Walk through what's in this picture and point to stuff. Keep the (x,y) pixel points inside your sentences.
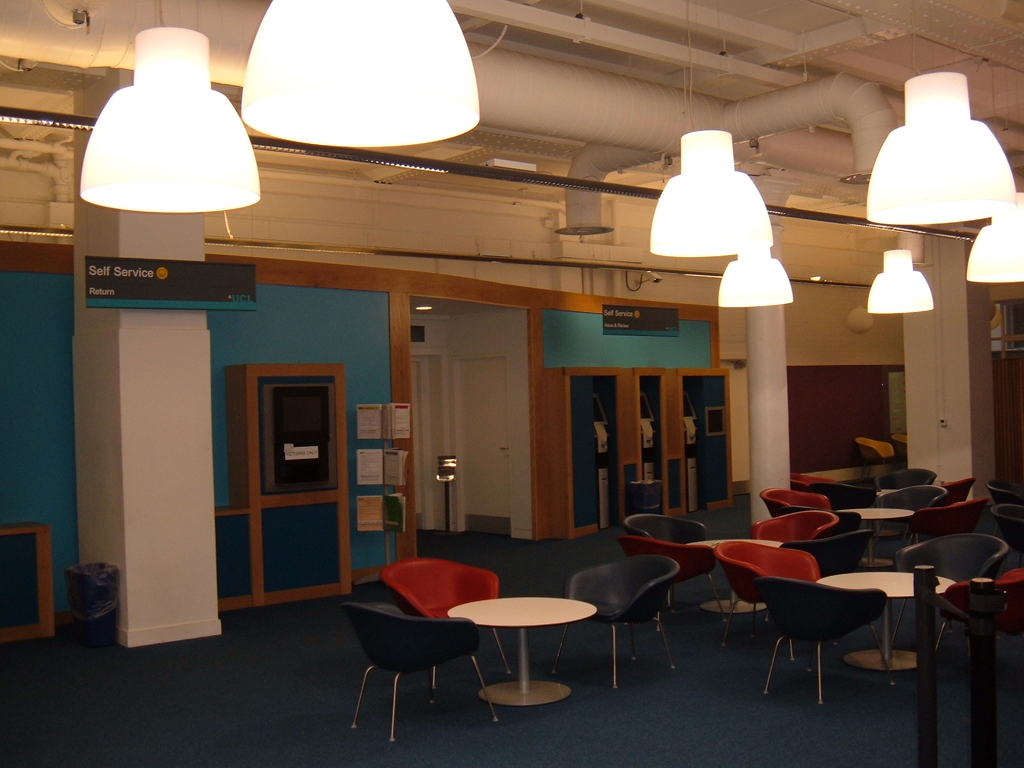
In this picture I can see some chairs (701,552), tables (473,605) are arranged, side there are some wooden shelves (281,493) and some lights (339,117) to the roof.
